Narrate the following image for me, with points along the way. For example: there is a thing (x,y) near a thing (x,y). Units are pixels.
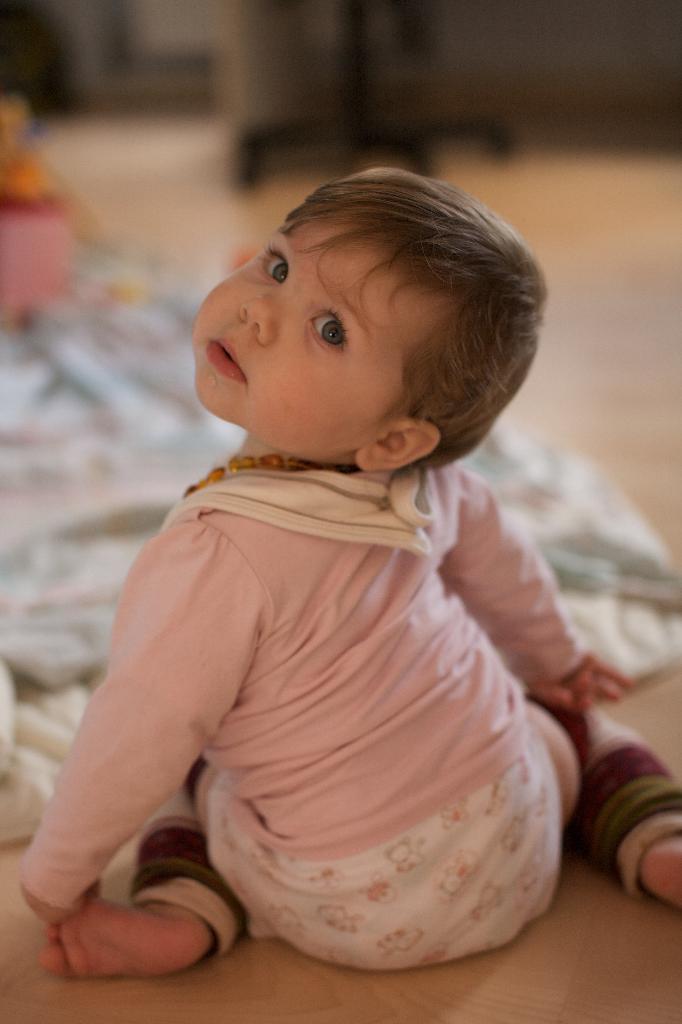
In front of the image there is a boy (469,432) sitting on the floor (72,984). In front of him there is a blanket (30,350) and there are some other objects (3,295).
